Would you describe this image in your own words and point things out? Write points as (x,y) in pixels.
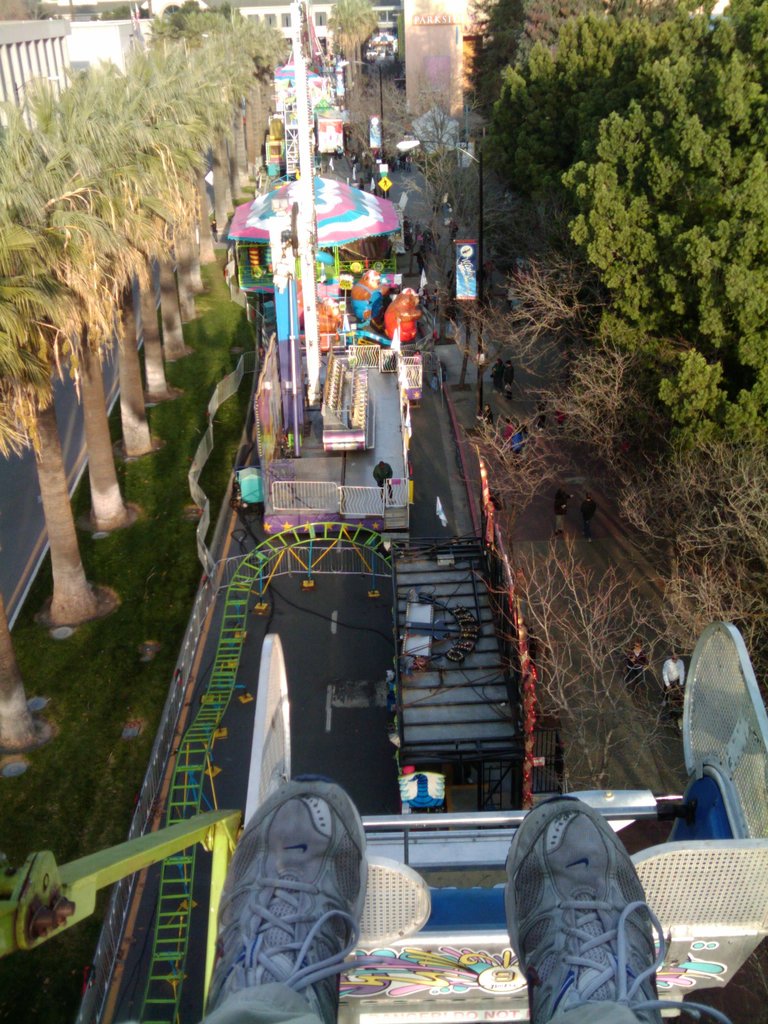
This is a top view of an amusement park (451,395). I can see a roller coaster (201,724). This image is taken by a person (288,825) sitting on a ride (711,948) I can see his feet (526,888). I can see many other toys (359,282) and game zones (263,475) in this image. I can see trees (191,171) on both sides of the image I can see buildings (280,7) at the top of the image (280,7).
